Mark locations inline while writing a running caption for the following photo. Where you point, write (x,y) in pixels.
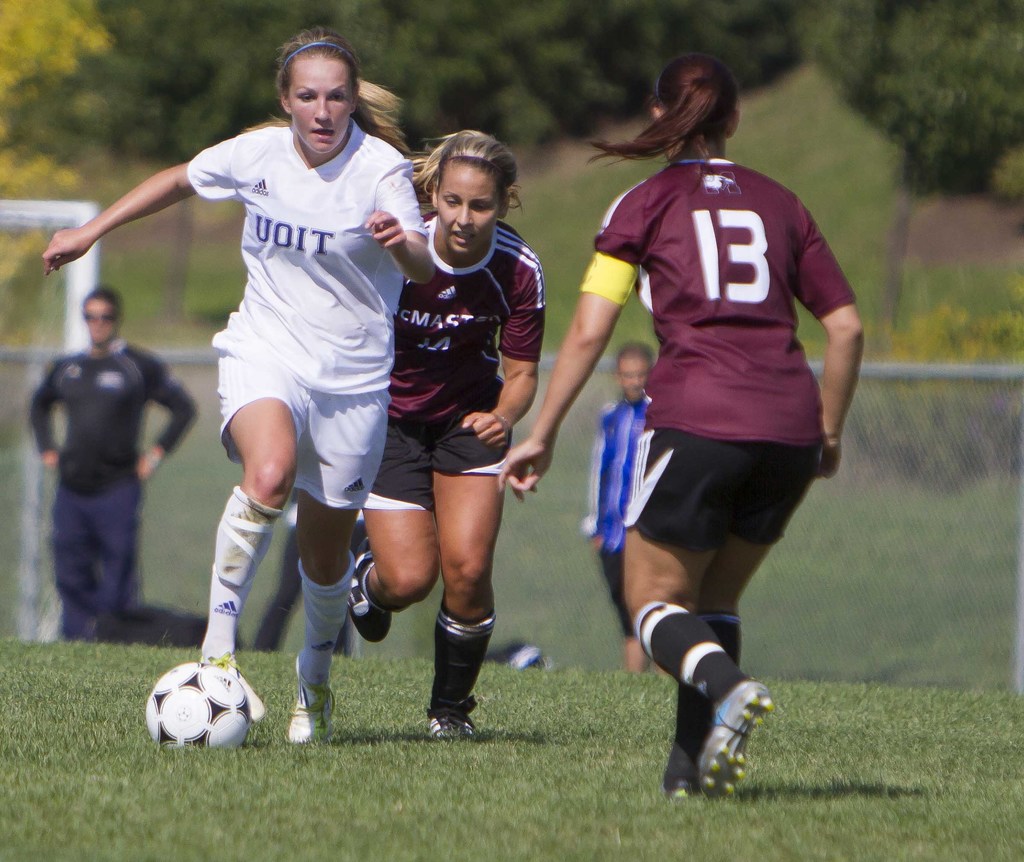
There are three ladies (533,371) running on the ground (289,756). They are playing football. A lady (334,549) with white t-shirt (294,268) is kicking the ball (194,723). And there are another two ladies (640,273) with violet color t-shirt (673,244). In the background (128,401) there is a man (128,401) with black t-shirt (104,428) is standing and there are trees (576,71).
